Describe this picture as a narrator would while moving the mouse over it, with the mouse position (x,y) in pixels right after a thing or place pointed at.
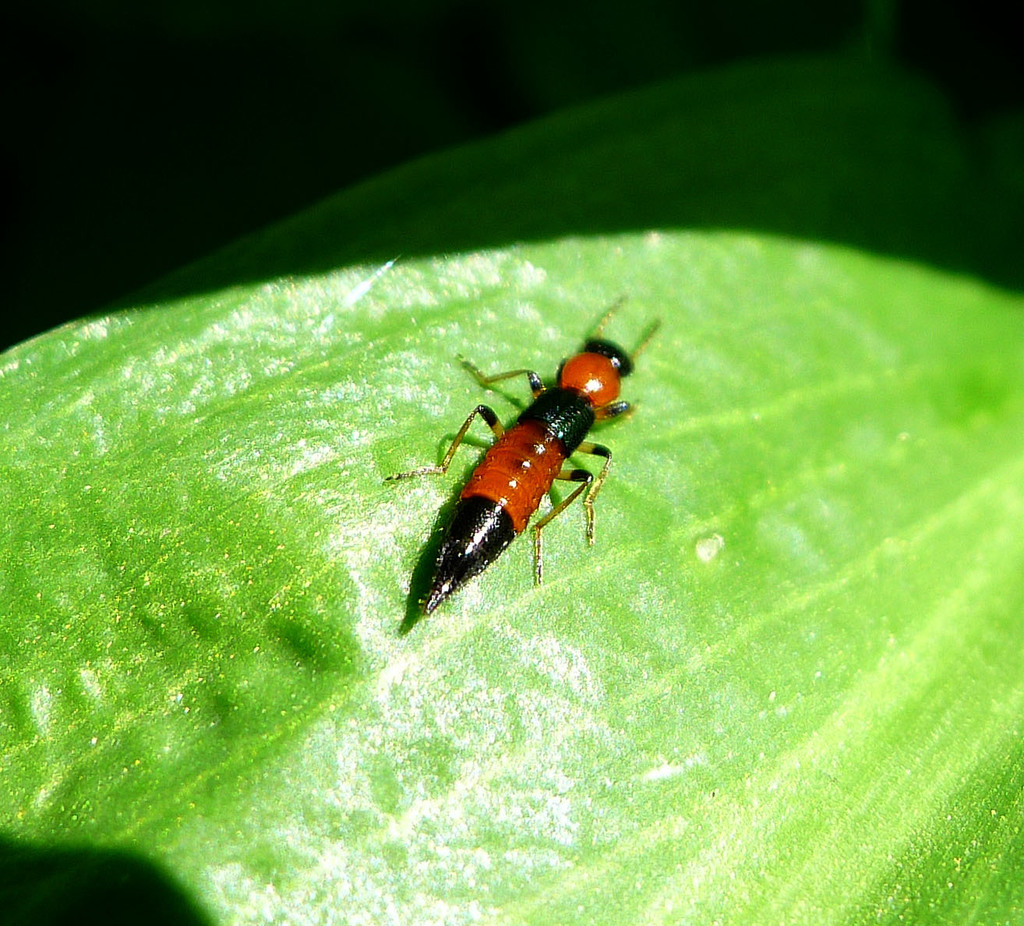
In this picture I can see an insect (616,387) which is of black and red color and it is on a leaf (52,458).
